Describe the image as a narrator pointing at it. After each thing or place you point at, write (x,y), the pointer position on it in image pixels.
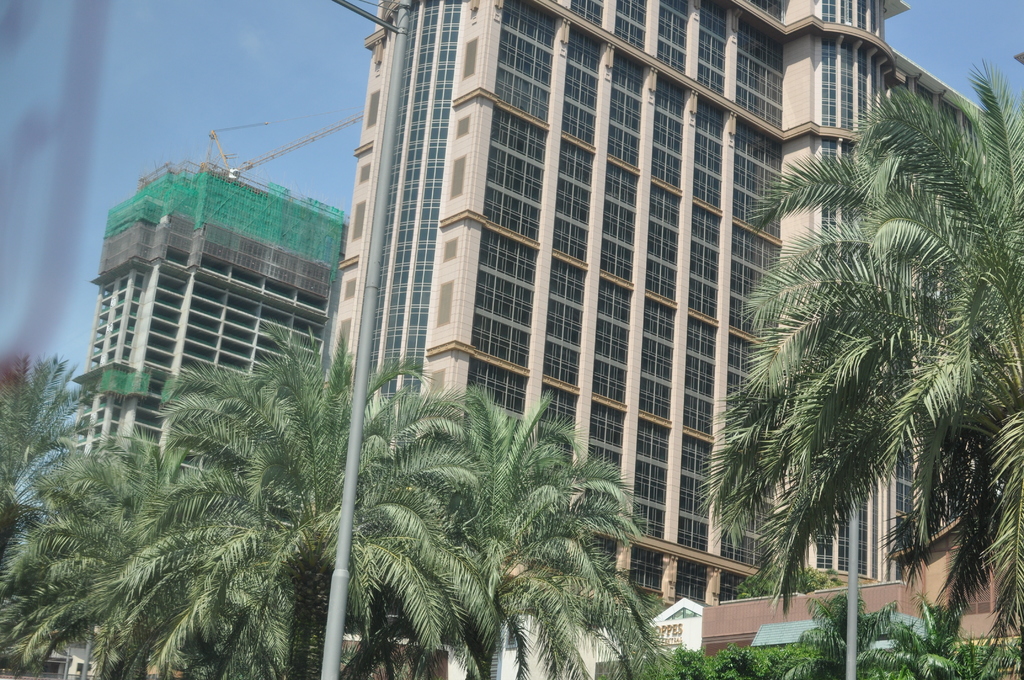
In this image we can see palm trees (503,464). Also there are poles (856,597). In the back (378,324) there are buildings (594,307). Also there is a construction of one building (157,266). On top of the building (229,196) there is a tower crane (224,173). In the background (108,94) there is sky (76,111).
